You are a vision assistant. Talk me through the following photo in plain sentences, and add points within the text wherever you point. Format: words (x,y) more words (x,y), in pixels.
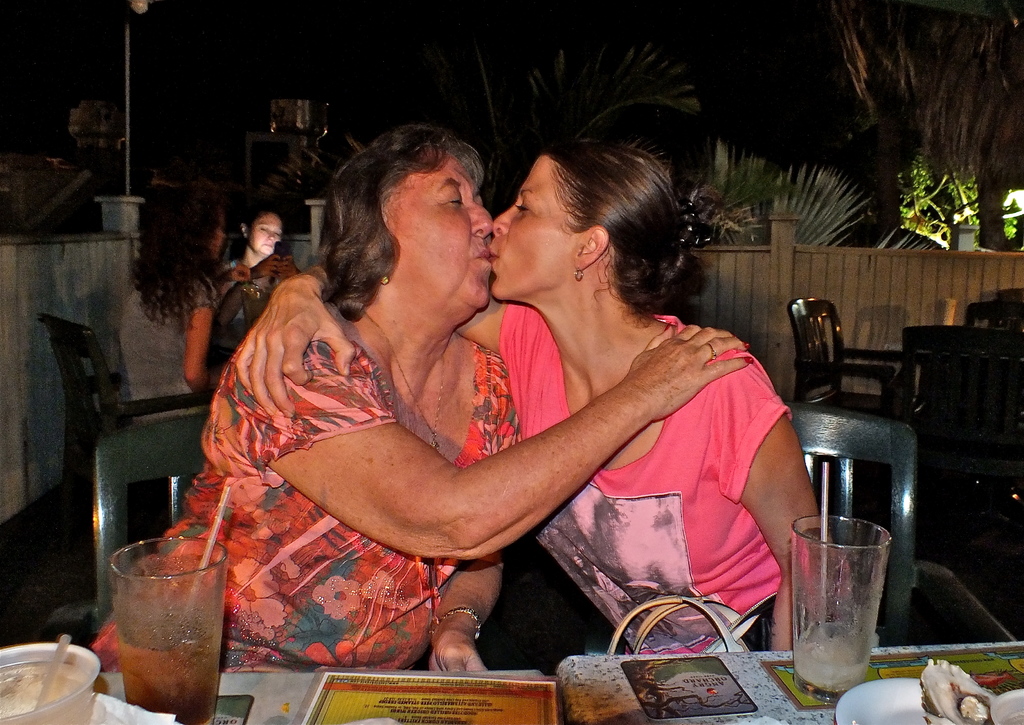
In the image there is a table (533,677), on the table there are glasses (847,597) and behind the table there are two women (423,397) and behind them there are tables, chairs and other people (190,271). There is a fencing (77,263) around that area (1006,322), behind the fencing (889,261) there are trees (818,209).
